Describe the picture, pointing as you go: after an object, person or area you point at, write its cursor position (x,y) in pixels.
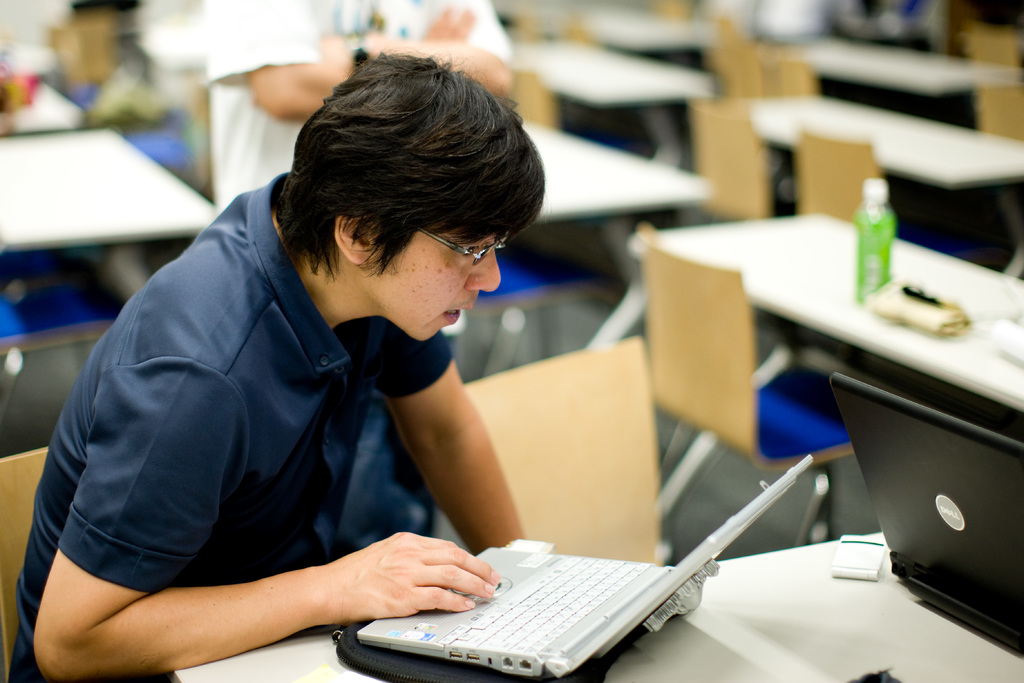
In this picture there is a person (214,351) wearing blue dress (195,374) is operating a laptop (516,594) which is placed on a table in front of him and there is another laptop (945,480) in the right corner (942,518) and there are few chairs (750,149) and tables (810,106) in the background (922,135).
